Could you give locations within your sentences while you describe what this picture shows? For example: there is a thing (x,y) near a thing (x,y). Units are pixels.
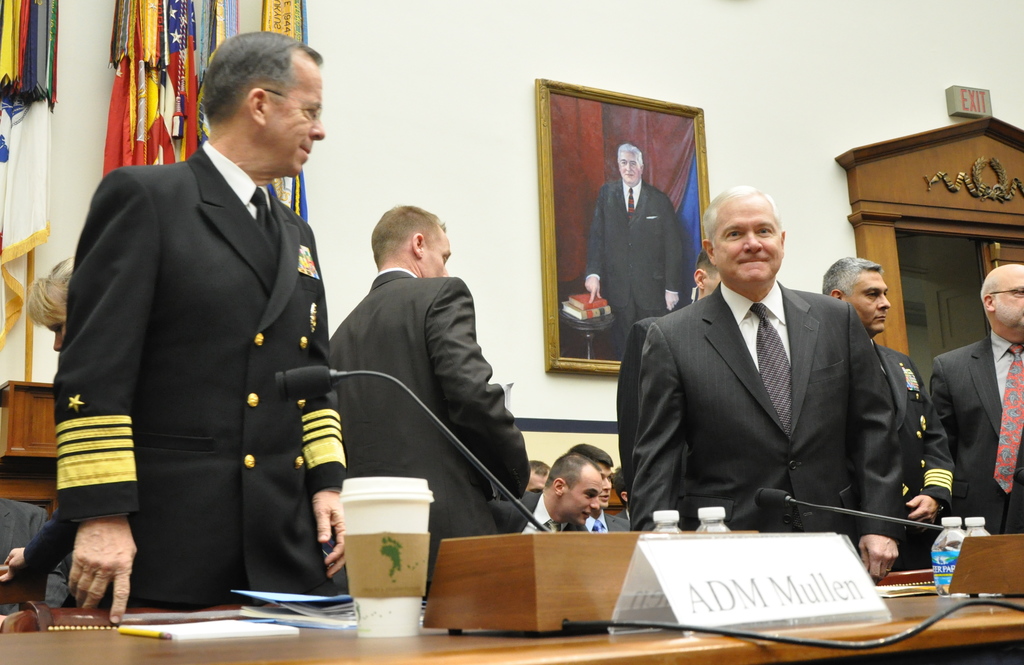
In this image I see number of men (405,341) who are wearing suits (422,370) and this man (123,478) is wearing a uniform (201,411) which is of black and gold in color and I see the table (309,654) on which there is a cup (366,613) over here and I see bottles (959,526) and I see a name board (713,599) over here. In the background (664,304) I see a photo frame (607,239) and I see flags (135,135) over here and I see an exit board (971,102) over here and I see the white wall (502,157).
